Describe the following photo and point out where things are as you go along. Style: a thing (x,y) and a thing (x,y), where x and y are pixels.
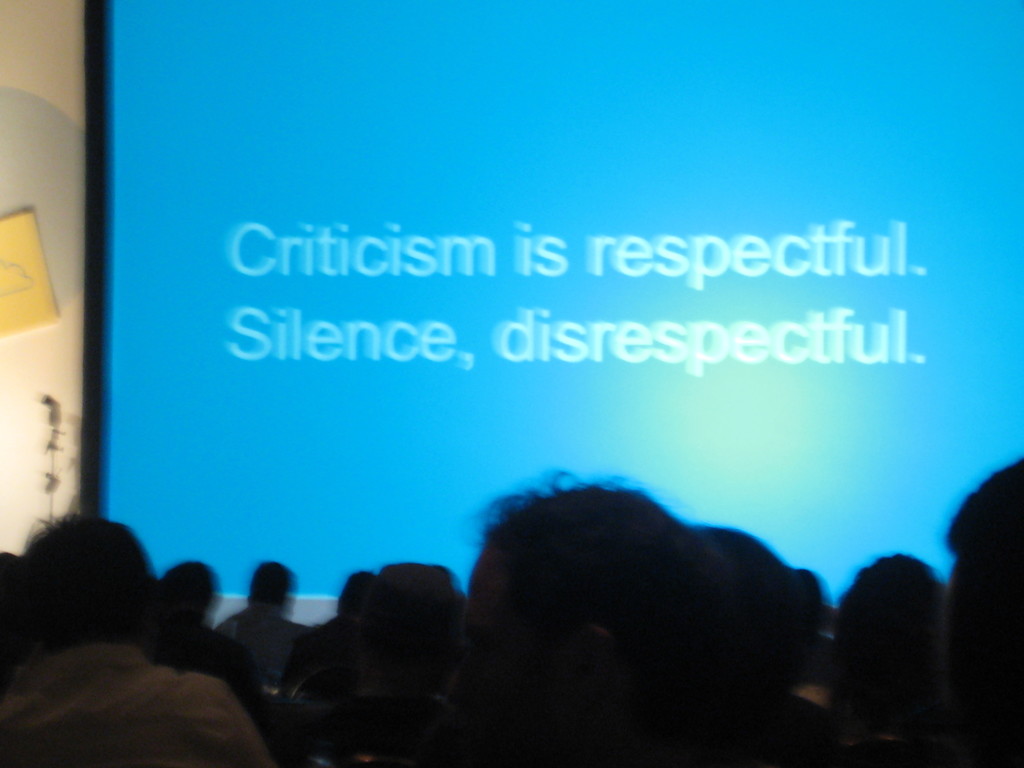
In the image there is a projector screen (462,187) and some quotation (659,234) is being displayed on that screen (642,136) and in the front (861,568) there are a lot of people (236,648) gathered and behind the projector screen (410,495) there is a wall (29,387).
